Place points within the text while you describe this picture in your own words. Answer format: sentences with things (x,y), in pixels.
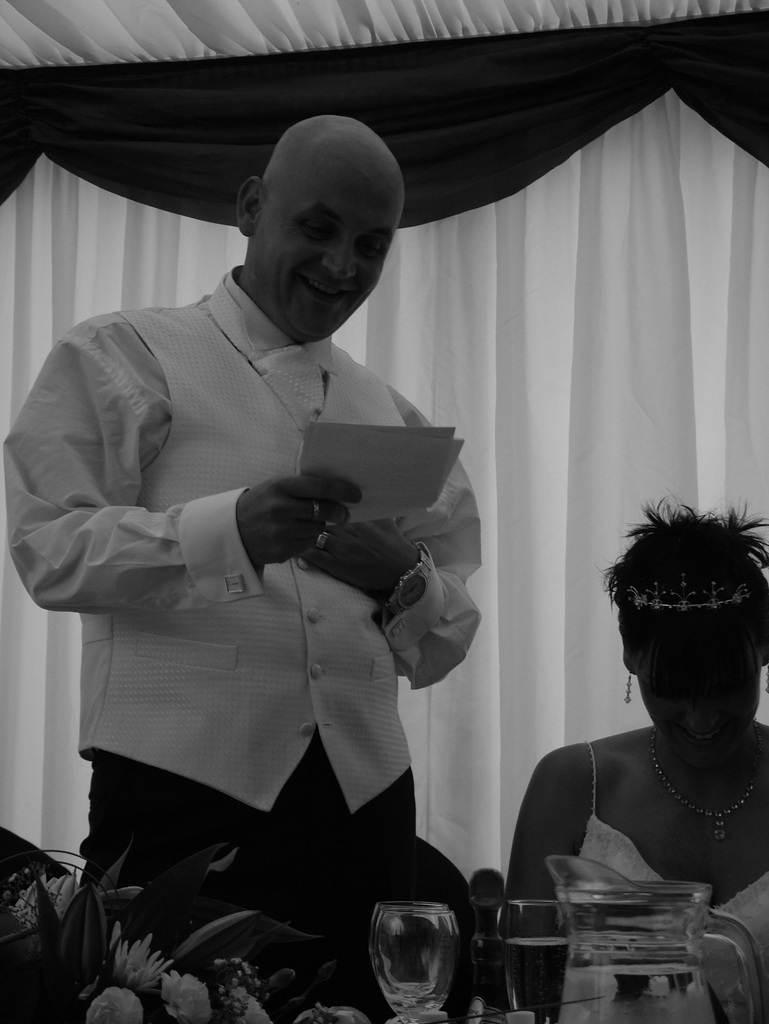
In this image I can see the person (455,555) is standing and holding something and another person (685,773) is sitting. I can see few flowers (77,959), glasses (516,920), jar (588,988) and the curtain (594,396). The image is in black and white.
